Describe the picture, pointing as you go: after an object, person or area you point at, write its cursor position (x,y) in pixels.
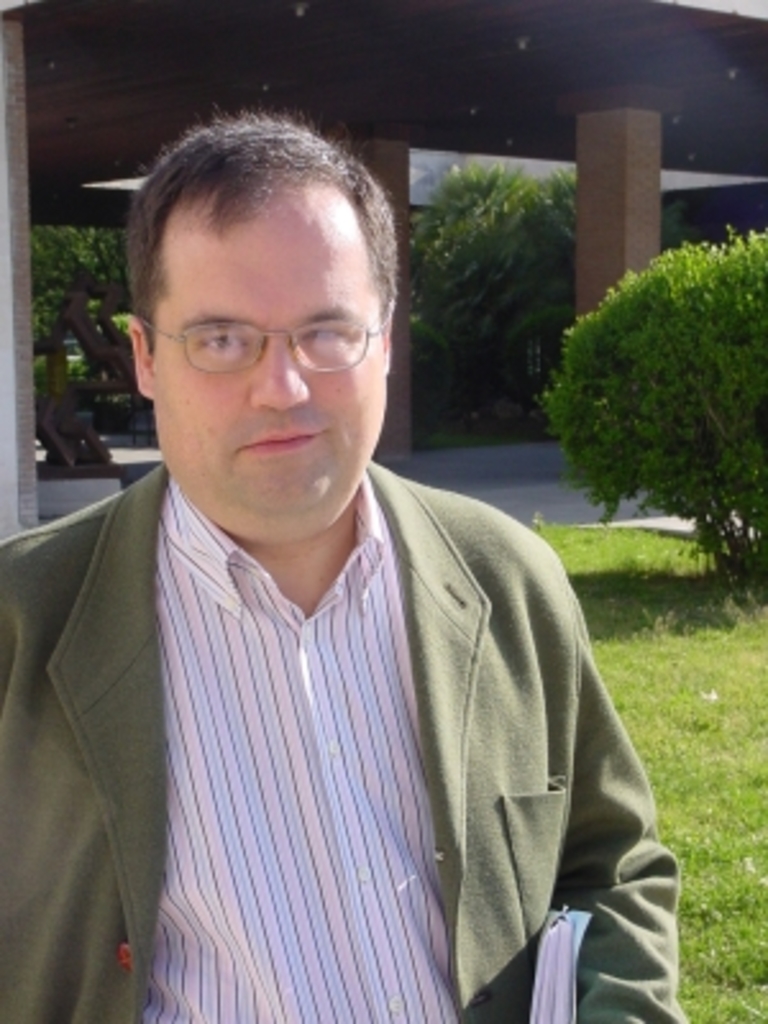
In this picture we can see a man (135,847) wore a blazer (138,863), spectacle (210,333) and holding a book (561,910) and in the background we can see trees (34,243), pillars (397,143), grass (717,721).
